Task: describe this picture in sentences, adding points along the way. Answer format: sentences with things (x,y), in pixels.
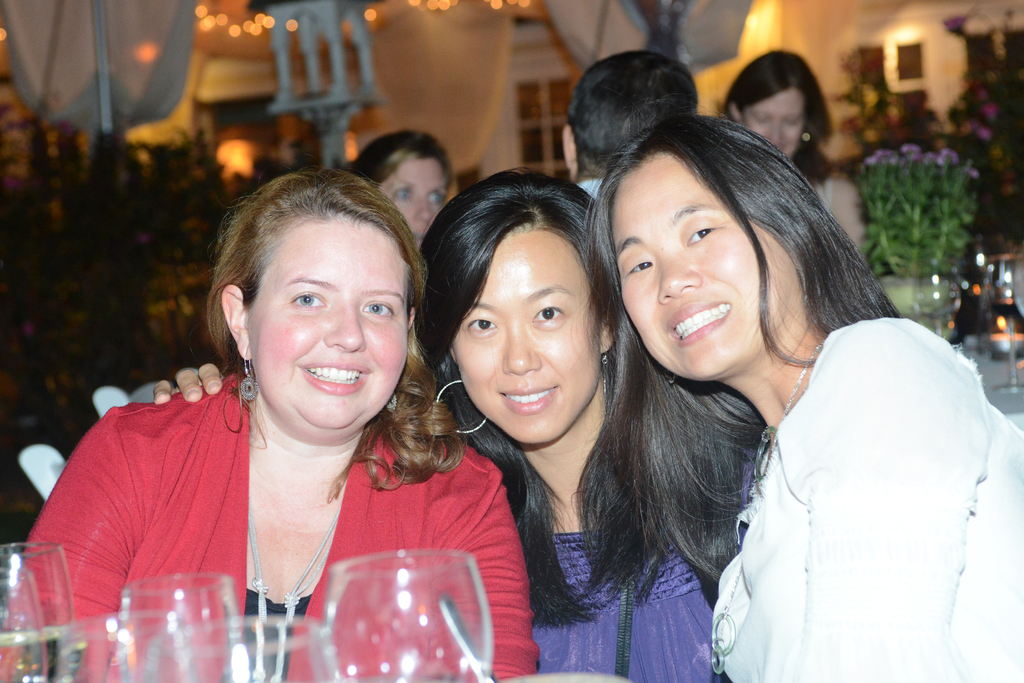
There are three women (234,452) in different color dresses (860,376), smiling and sitting. In front of them, there are glasses (181,641). In the background (921,207), there are other persons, there are glasses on a table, there plants (995,74), windows (910,64) and there is a wall (535,64).
